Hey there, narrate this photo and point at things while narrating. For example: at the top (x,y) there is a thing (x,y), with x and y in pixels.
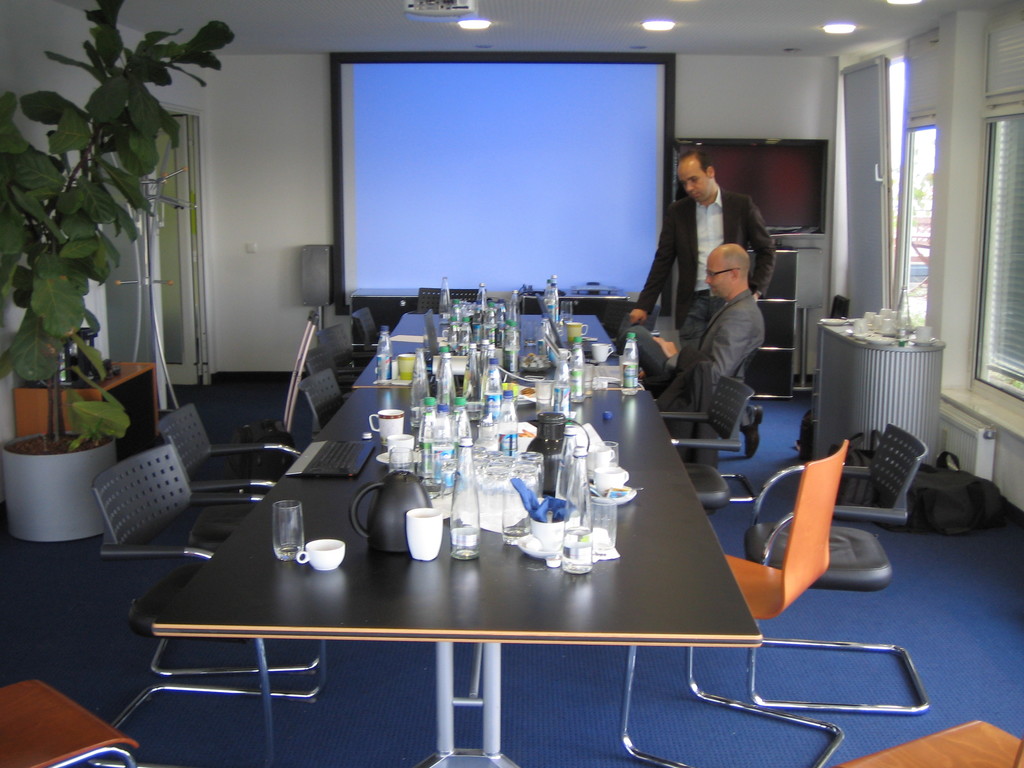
This picture is clicked inside the room (877,609). In the center (394,506) we can see the chairs (716,418) and a table (362,584) on the top of which glasses (483,482), bottles (446,400), cups (400,440) and some other items (551,468) are placed and we can see a house plant (56,316) and some other items (148,365) are placed on the ground (860,627). On the right corner (977,255) we can see the windows (993,173) and window blinds (1007,84) and we can see a person (745,323) sitting on the chair (723,398) and a person (725,219) standing on the floor (880,629). In the background (344,222) we can see the wall (217,242), door (161,247), projector screen (444,227) and some other objects (301,271). At the top (753,32) there is a roof (758,23), ceiling lights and a projector (437,13).
